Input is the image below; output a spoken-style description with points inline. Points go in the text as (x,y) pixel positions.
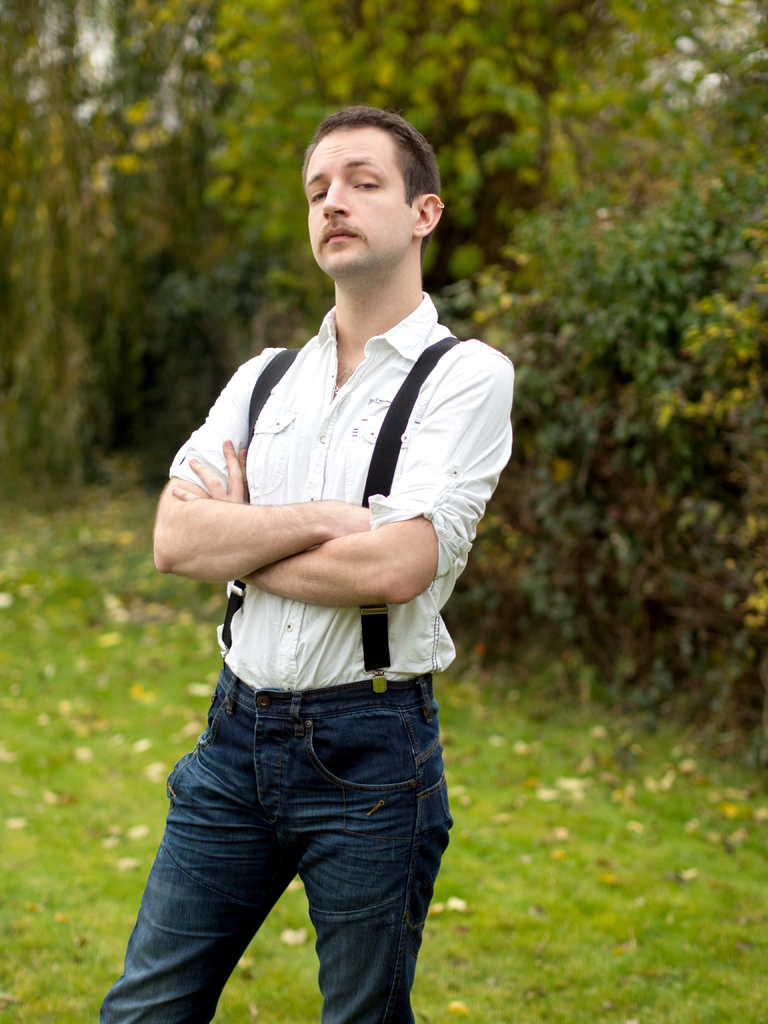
In this image we can see a man (380,517) is standing. He is wearing a white shirt (365,439) and jeans (286,785). In the background (99,630), we can see grassy land (559,704) and trees (474,175).
